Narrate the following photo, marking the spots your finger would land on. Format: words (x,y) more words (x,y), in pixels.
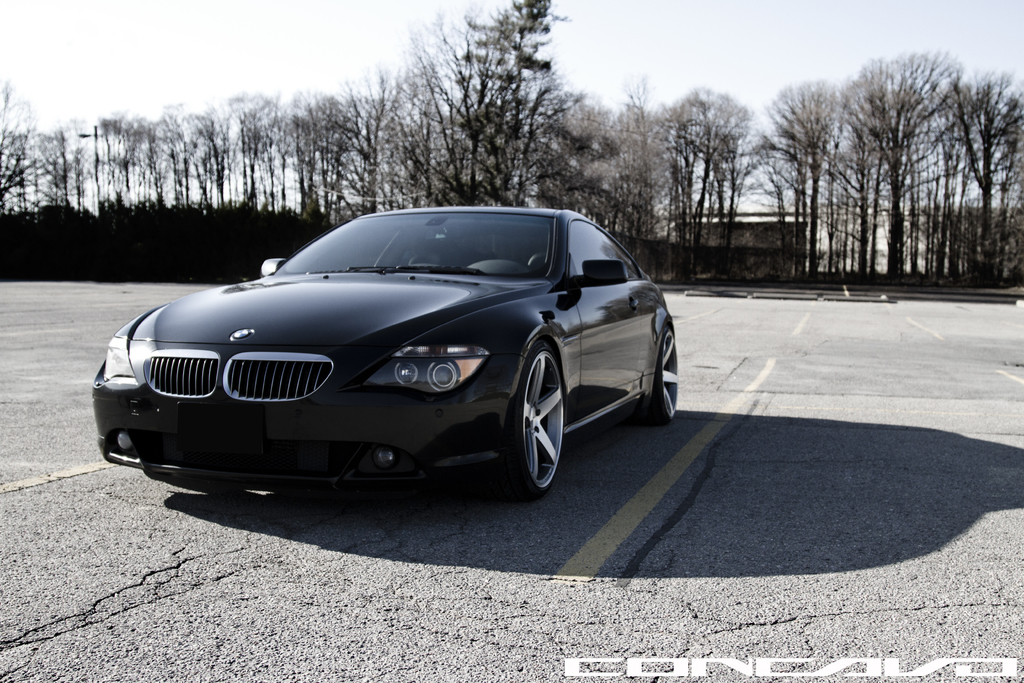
We can see car (155,401) on the road (583,494). In the background (352,191) we can see trees (722,150) and sky (654,57). In the bottom right side of the image (848,663) we can see text (830,662).
